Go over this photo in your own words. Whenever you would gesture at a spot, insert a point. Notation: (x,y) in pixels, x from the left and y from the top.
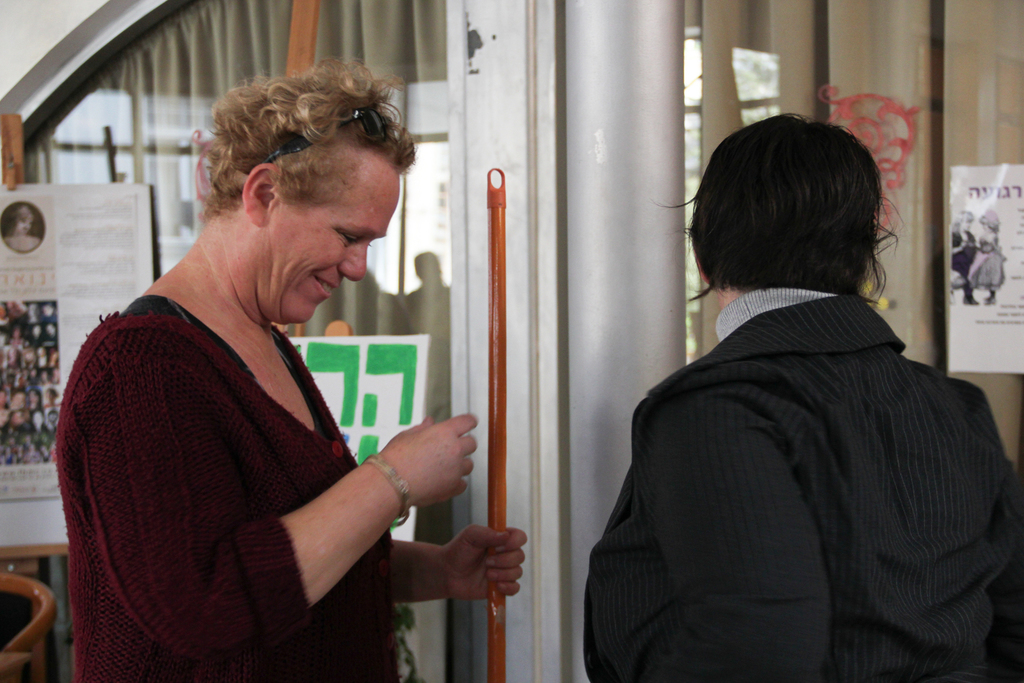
In this image we can see two persons (285,432), one of them is holding a stick (501,276), there are posters (977,185) on the windows (960,165) with some text (1004,321) on them, there are curtains (982,153), also we can see the wall (679,219).
